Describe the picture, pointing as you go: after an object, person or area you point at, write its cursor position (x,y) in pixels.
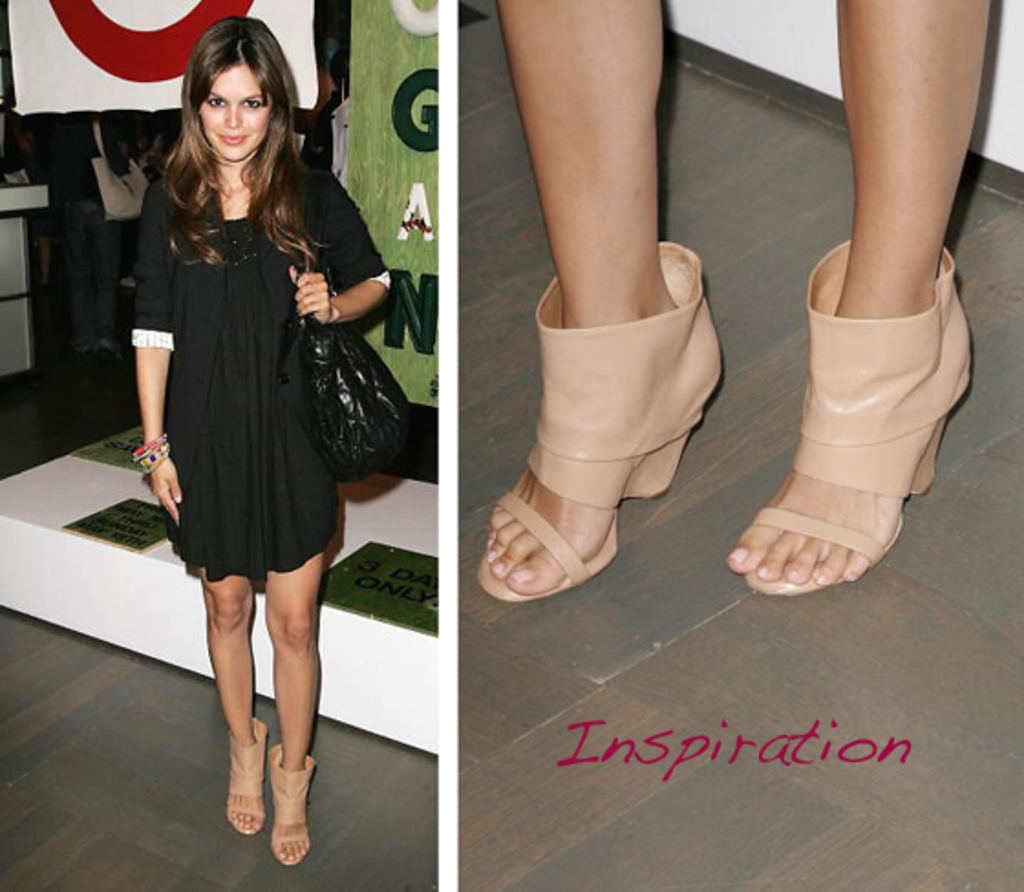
In this image I can see a person (305,502) standing wearing black dress (297,405) and black bag (328,402). I can also see a sandals (854,546) in cream color.
